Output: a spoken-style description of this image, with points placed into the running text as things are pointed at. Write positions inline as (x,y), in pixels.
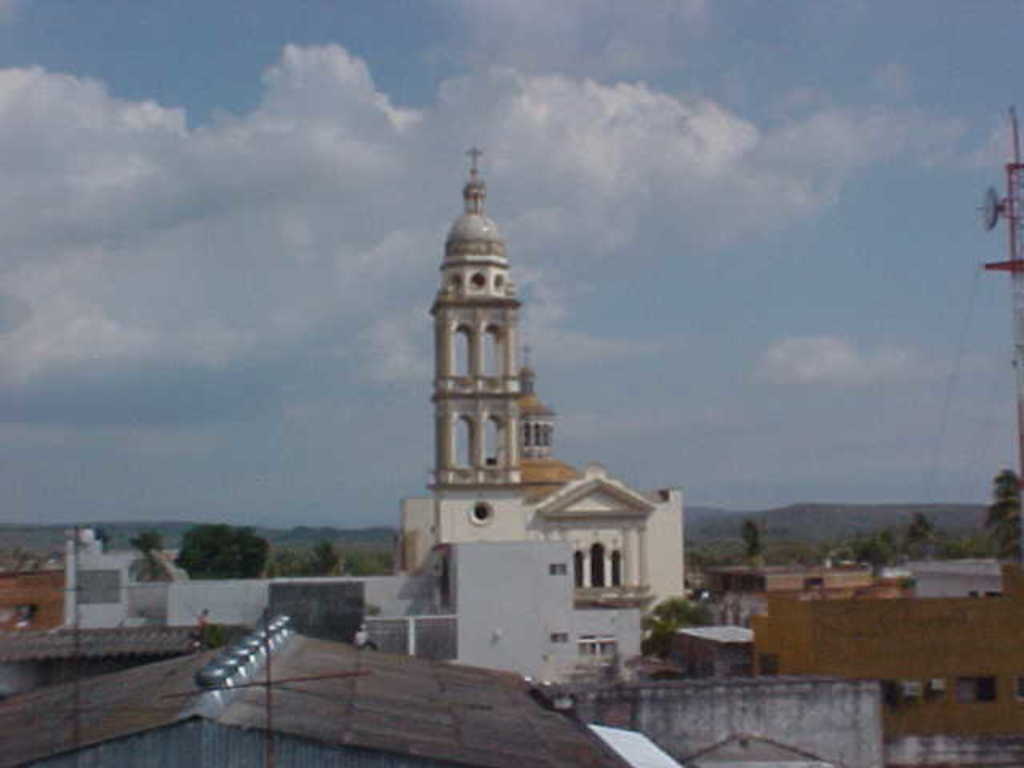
This image is taken outdoors. At the top of the image (140,231) there is the sky (87,201) with clouds (33,117). In the middle of the image (476,272) there are many houses (466,567) and a few buildings (543,558). There is an architecture (462,313) with walls (474,294) and pillars (510,364). There are many trees (248,559) with leaves (852,545), stems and branches (1007,500). In the background (710,520) there are a few hills (821,504). On the right side of the image (1016,267) there is a tower (1008,220).
